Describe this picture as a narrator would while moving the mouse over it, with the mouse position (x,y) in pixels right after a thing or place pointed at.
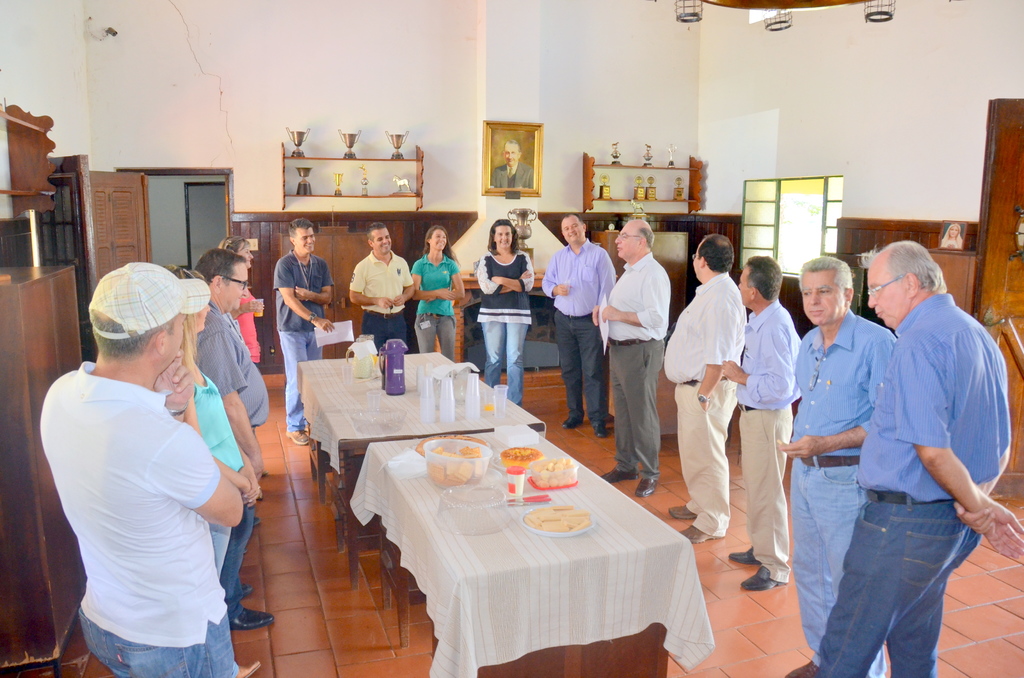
In this image there are group of people (222,563) standing on the floor (254,557). On the table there is bowl (443,472), glass (429,417), jar (397,374), food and the cloth (526,574) on the table (589,604). At the back side (222,208) there's the door (112,172) there are cups (302,177), frame (537,135).
